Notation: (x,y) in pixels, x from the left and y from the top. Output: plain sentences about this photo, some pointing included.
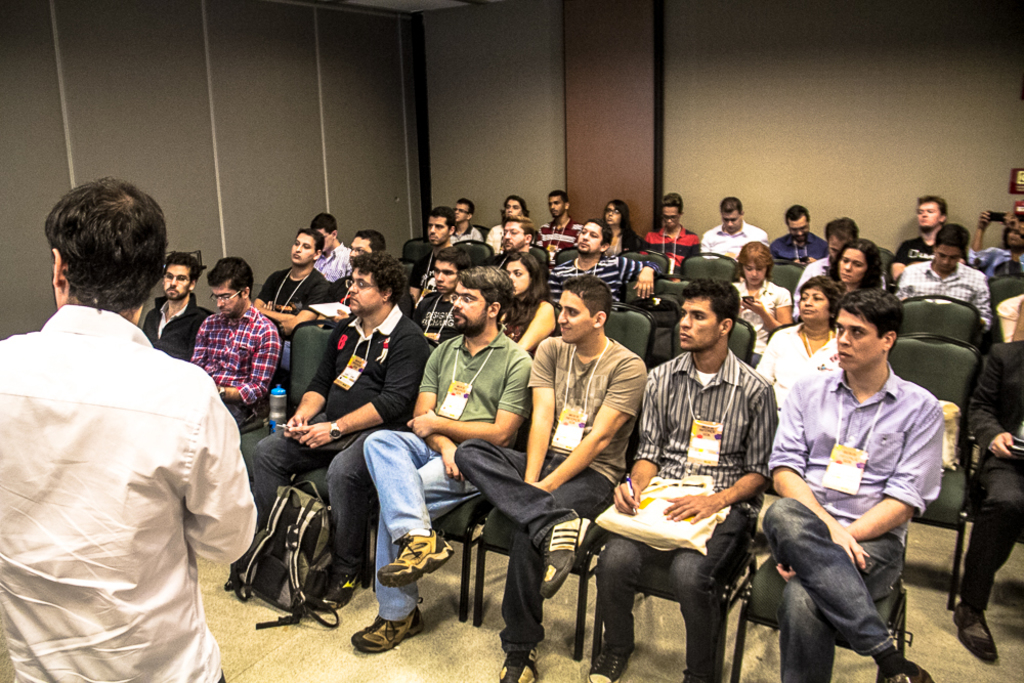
In this image we can see the inner view of a room (391,174) and there are some people (718,577) sitting on chairs (659,257) and among them few people (712,626) holding some objects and we can see a person (55,273) standing on the left side of the image (136,462).
